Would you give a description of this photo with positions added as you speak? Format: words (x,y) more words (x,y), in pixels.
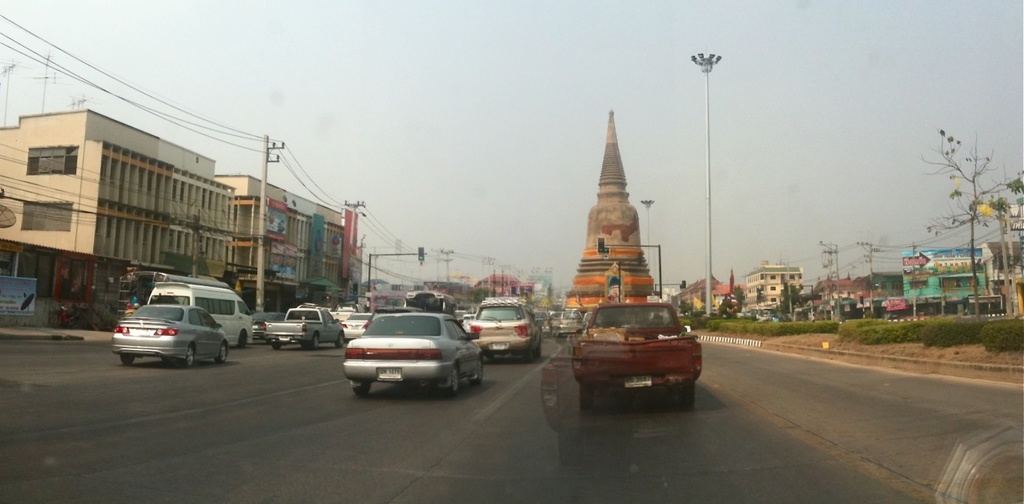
In this image in the center (505,335) there are vehicles (389,316) moving on the road (564,355). On the left side (301,243) there are buildings (220,227), poles (352,219), and there are wires (212,141) attached to the poles (271,161). On the right side (792,312) there are buildings (818,291), plants (799,325), poles (870,288) and the sky (521,109) is cloudy.
